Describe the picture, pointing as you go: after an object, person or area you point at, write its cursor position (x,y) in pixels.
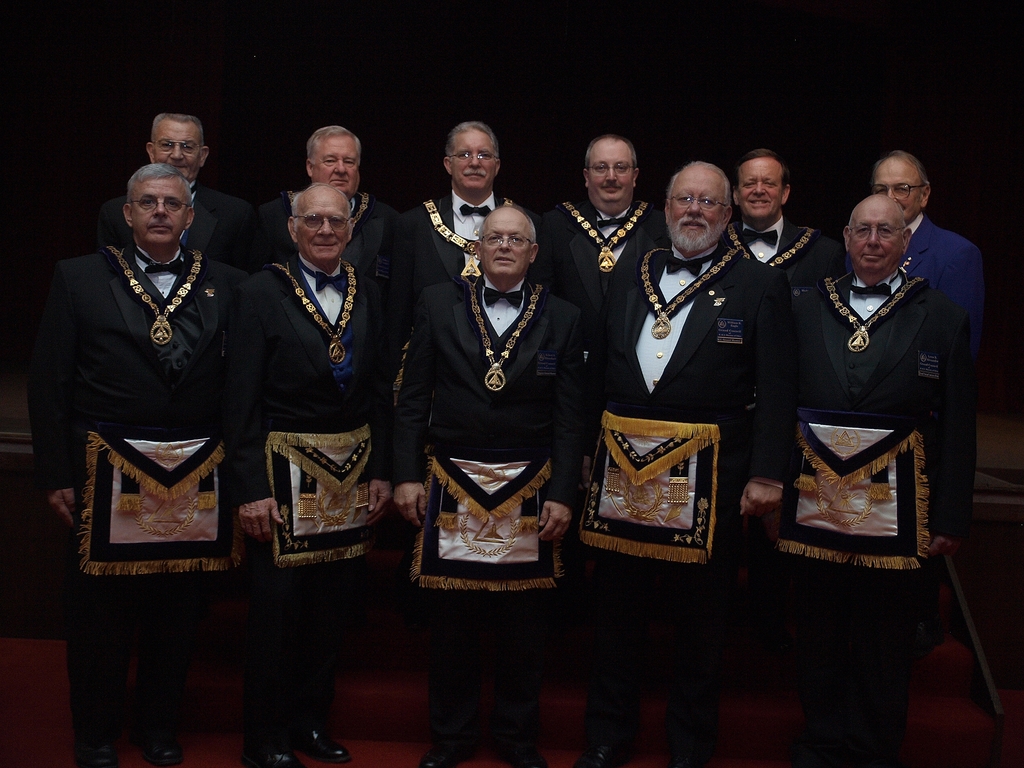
There are people (385,262) standing. Background (941,129) it is dark.
